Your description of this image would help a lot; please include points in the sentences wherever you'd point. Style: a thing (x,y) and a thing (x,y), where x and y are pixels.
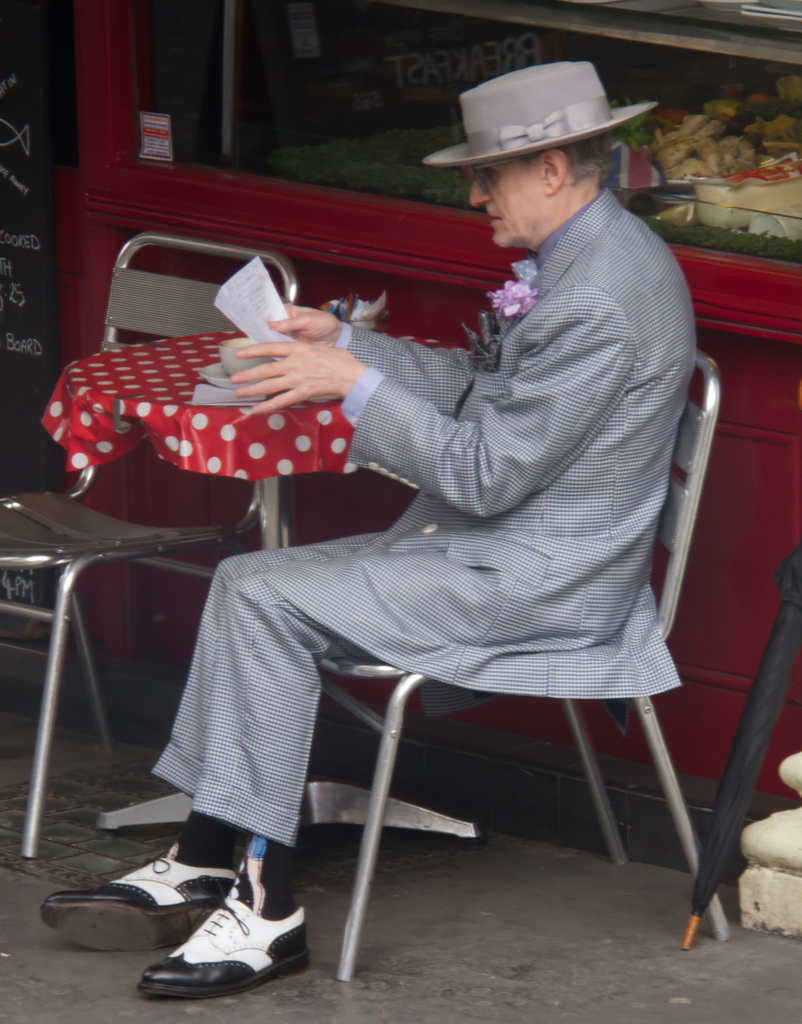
In this image I can see a man (435,426) sitting on a chair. He is wearing a hat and holding a paper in his hand (261,347). I can also see one more chair (48,516) and a table (241,463). Here I can see an umbrella (761,689).
